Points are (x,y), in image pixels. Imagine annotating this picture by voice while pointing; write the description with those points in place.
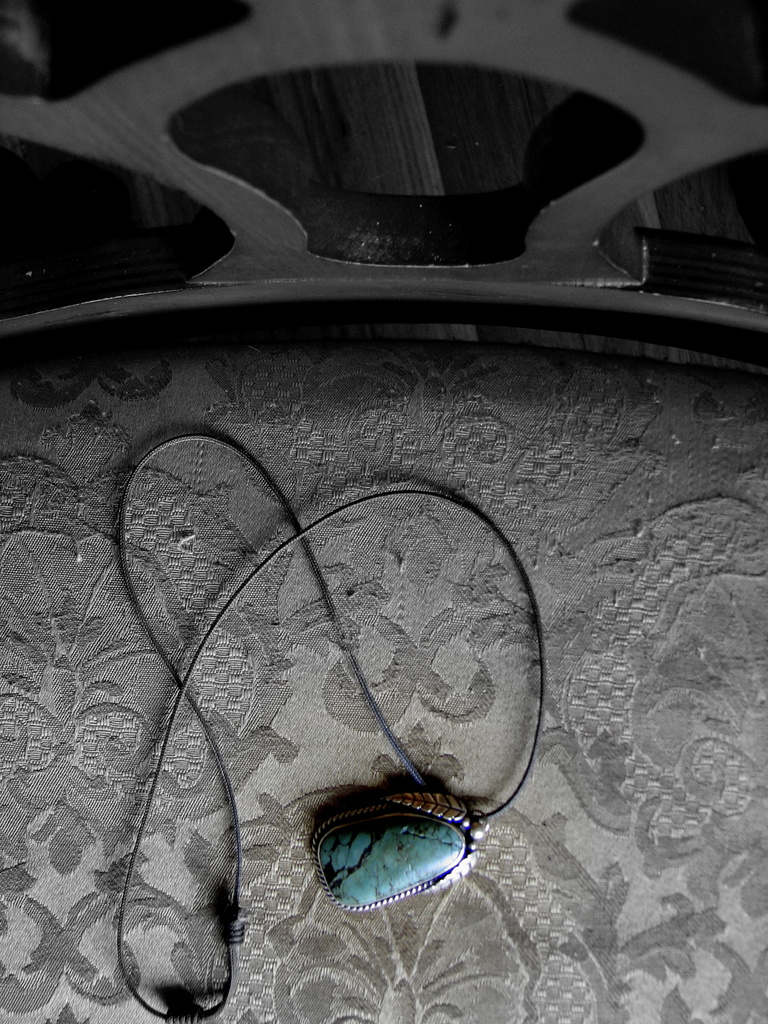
In this image we can see a chain (327,517) with pendant (385,834) placed on the chair (394,778).
